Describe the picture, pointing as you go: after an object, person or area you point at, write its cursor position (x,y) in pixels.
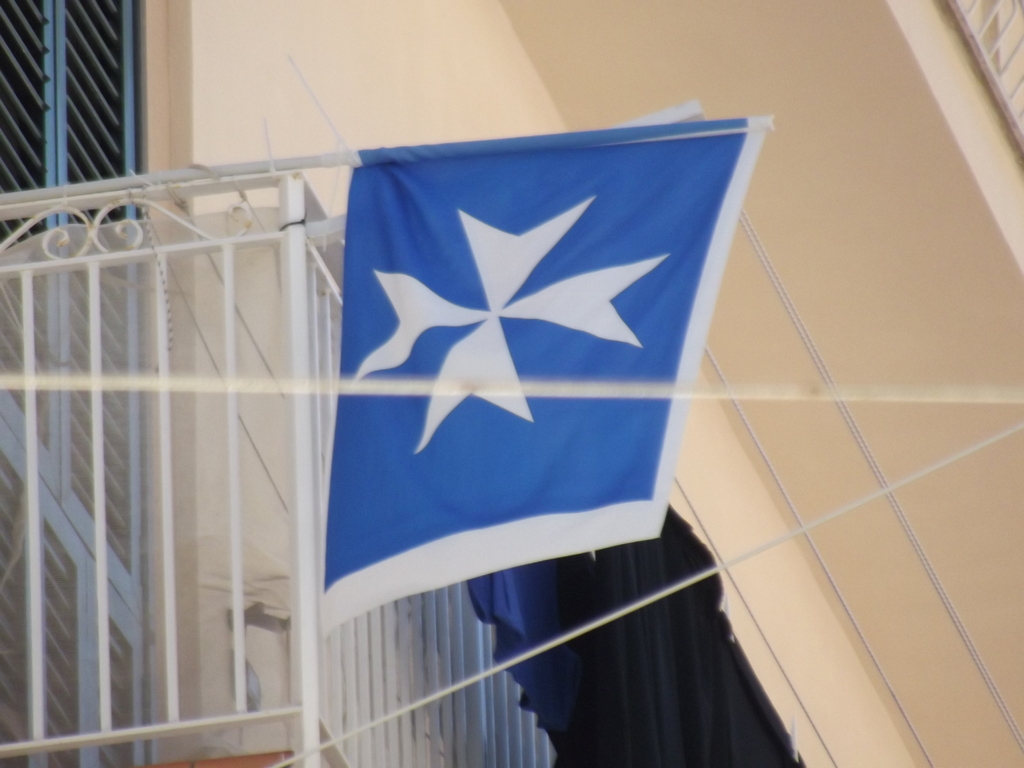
In the picture we can see a building wall (697,433) and a door (3,560) and to it we can see a railing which is white in color and to it we can see a flag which is blue in color with a white border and some flower symbol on it.
